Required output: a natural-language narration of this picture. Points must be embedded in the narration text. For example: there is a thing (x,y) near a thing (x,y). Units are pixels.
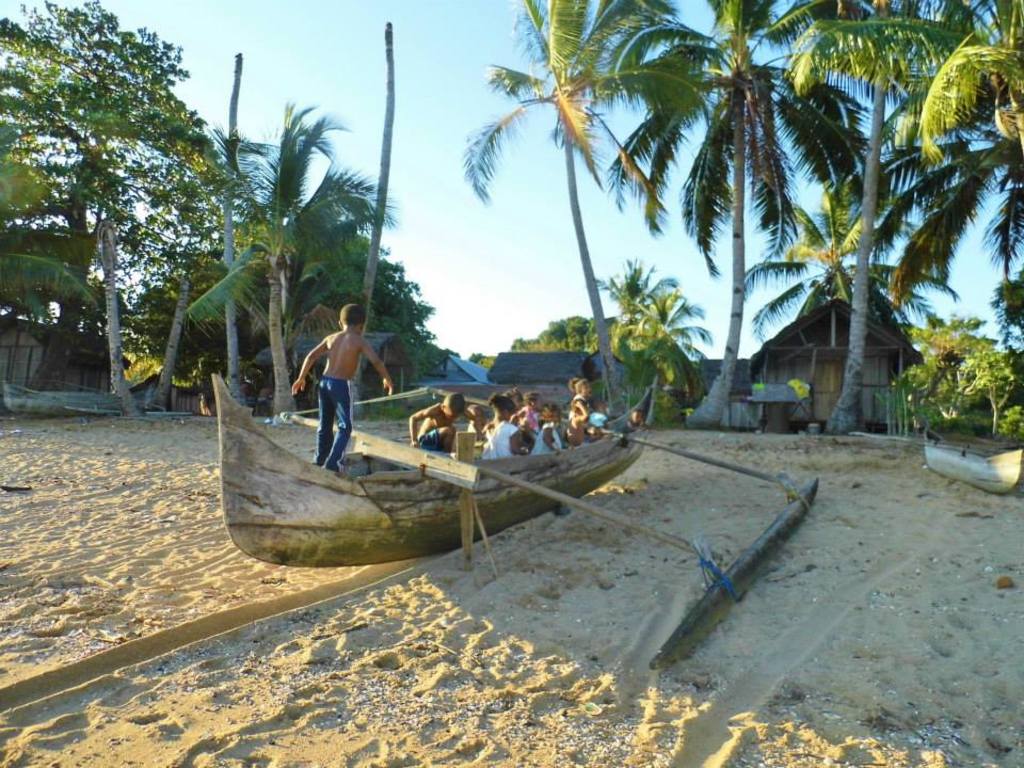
In this image I can see few boats (985,461) on the ground (720,539) and in the centre of this image (430,446) I can see number of children (372,360) on a boat (290,544). In the background (560,399) I can see few buildings (320,373), few trees (679,311) and the sky (332,77).
